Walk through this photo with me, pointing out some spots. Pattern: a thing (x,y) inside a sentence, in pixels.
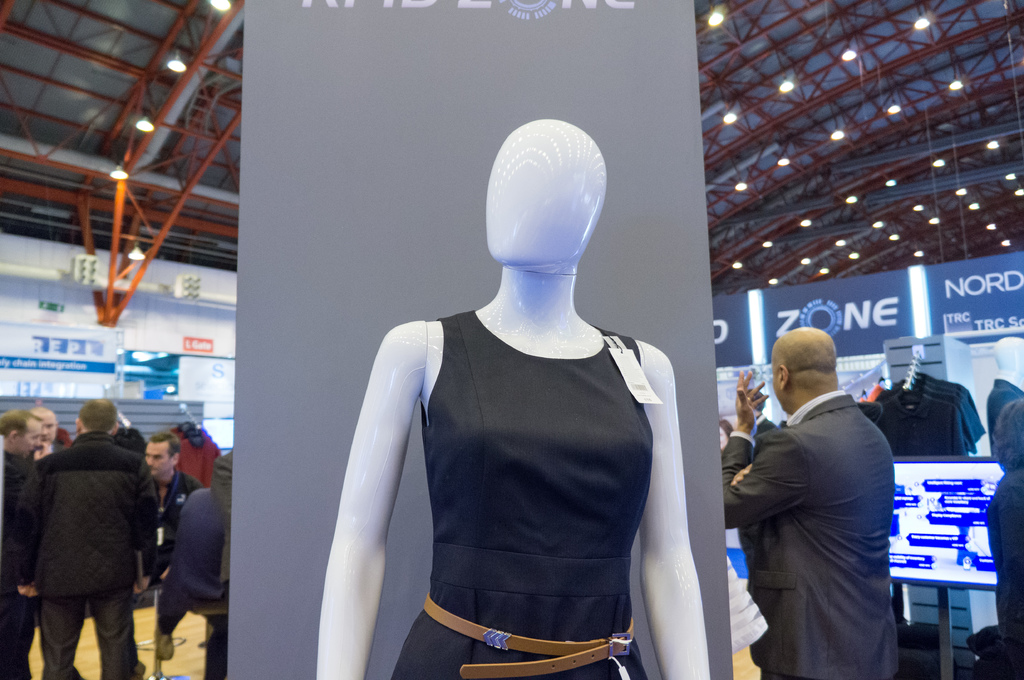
In this image I can see a white colour mannequin (487,316) wearing black dress (529,618) and brown colour belt (566,658). In the background (805,662) I can see number of people (828,629) are standing. I can also see few boards (951,296), a screen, one more mannequin (998,378) and number of clothes (948,384). On these boards (338,374) I can see something is written.
